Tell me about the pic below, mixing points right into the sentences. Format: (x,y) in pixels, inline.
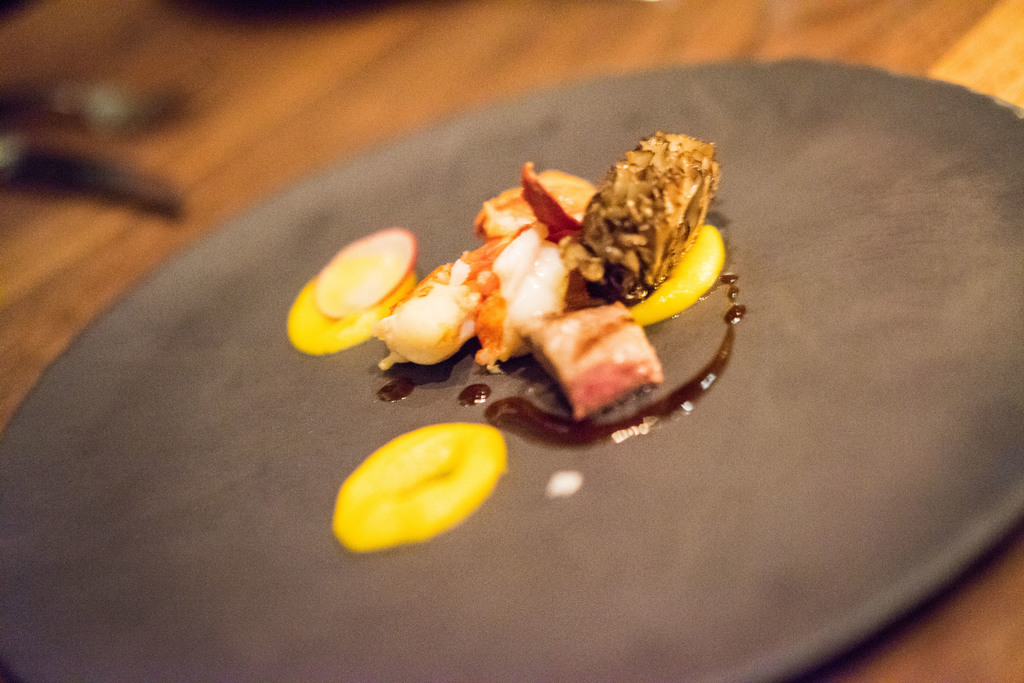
In this image I can see black colour thing (833,142) and on it I can see different types of food (558,328). I can see colour of these food (467,448) are yellow and brown. I can also see this image is little bit blurry from background (1009,38).
